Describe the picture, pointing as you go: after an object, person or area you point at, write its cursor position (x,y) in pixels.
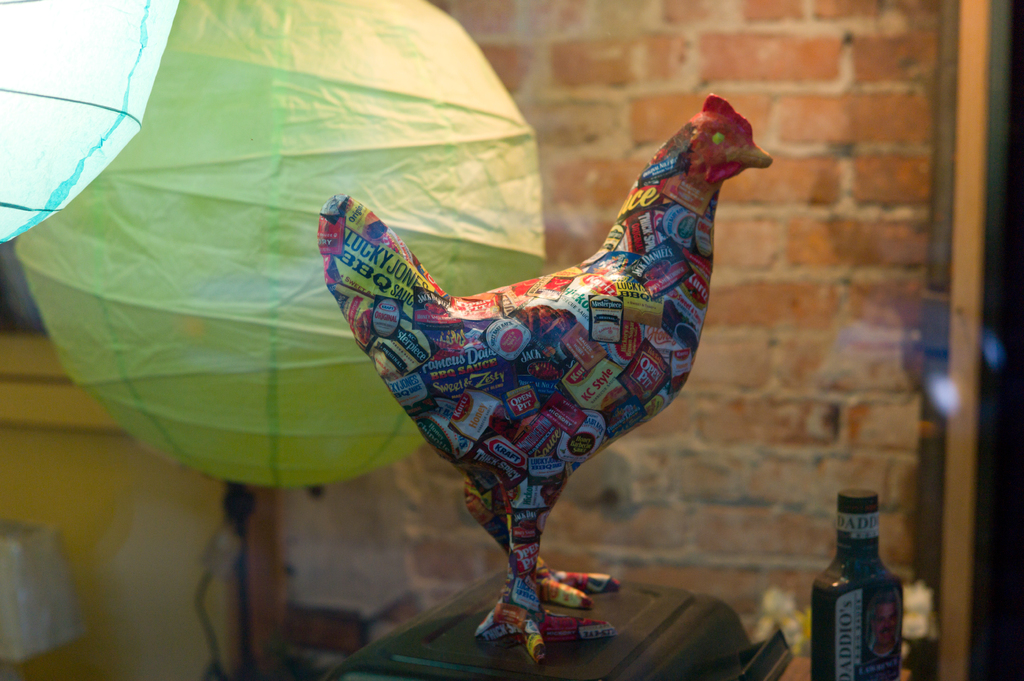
This image consists of a hen (531,389) made up of paper (511,395). At the bottom (622,664), there is a box (452,641). In the background (565,201), there is a wall (850,7) made up of bricks (635,166). To the left (96,132), there are paper balloons (189,380).
